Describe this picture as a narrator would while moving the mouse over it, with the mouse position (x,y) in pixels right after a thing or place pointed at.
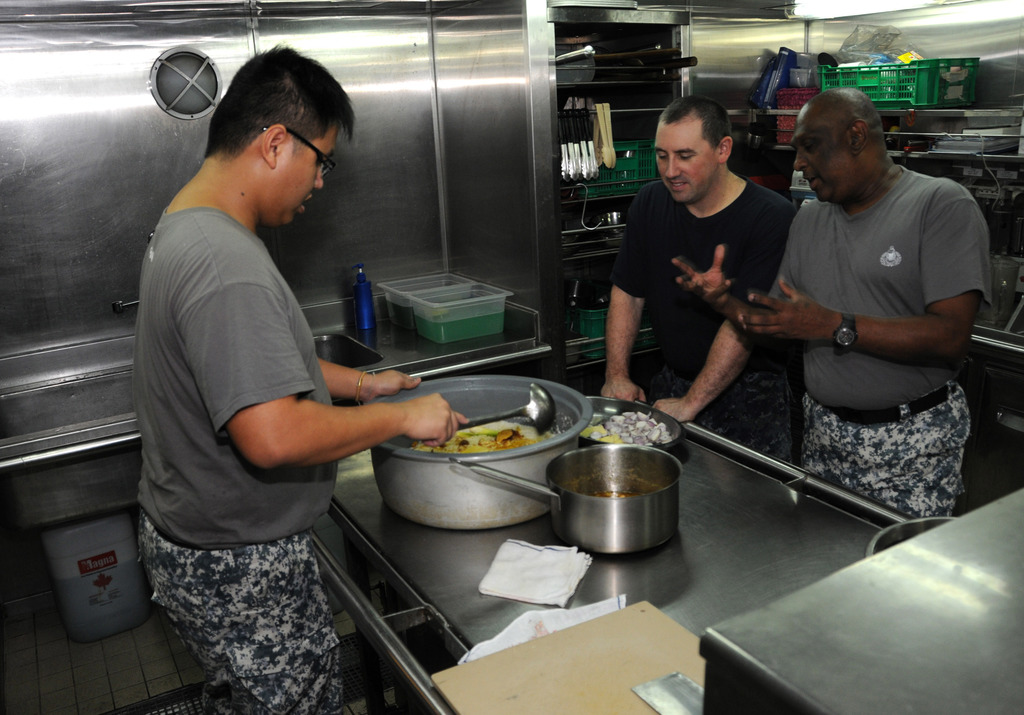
There are 3 people (419,420) here making food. On the right (842,251) 2 people (775,253) are talking to each other. In the background (587,137) we see spoons (611,151), basket (916,100), cloth (537,583).
